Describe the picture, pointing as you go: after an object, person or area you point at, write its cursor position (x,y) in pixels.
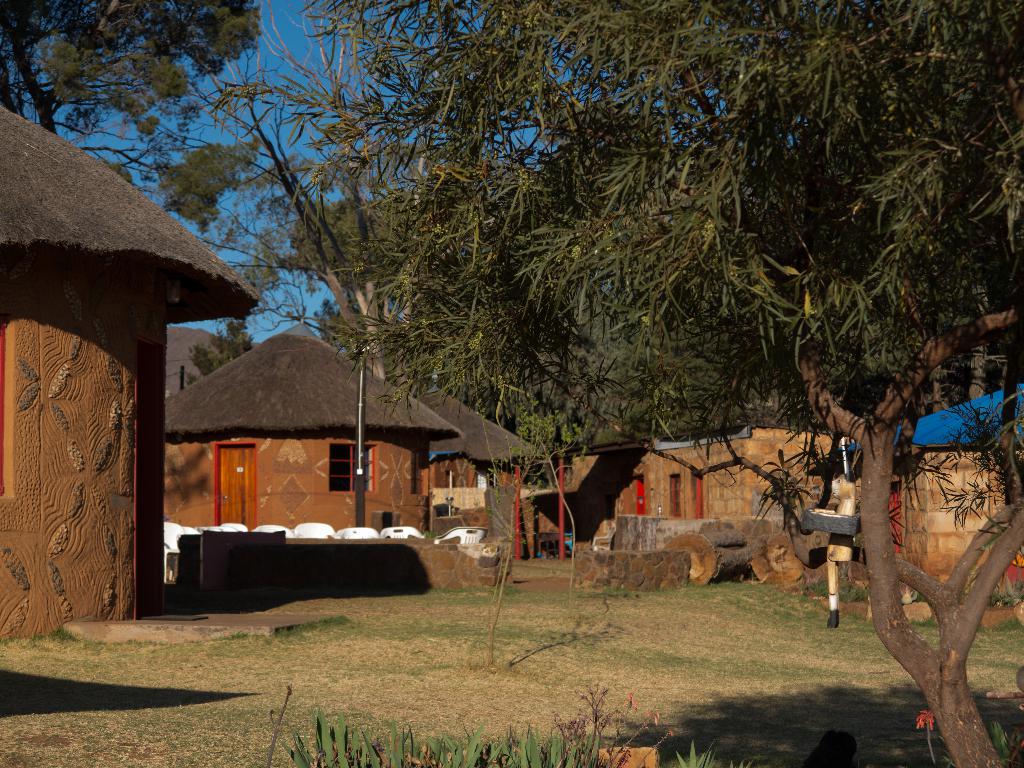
Here we can see huts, chairs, and trees (761,404). This is grass (447,717). In the background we can see sky (306,283).
